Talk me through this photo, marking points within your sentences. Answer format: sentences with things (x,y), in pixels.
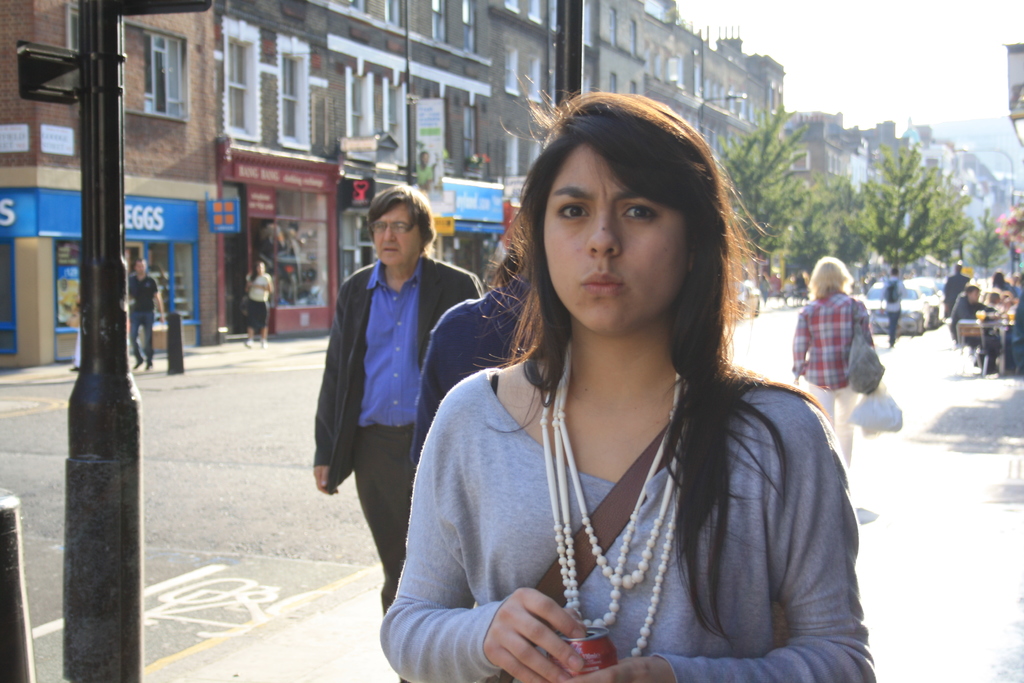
In the foreground of this image (722,388), there is a woman (715,582) standing wearing a bag (628,488) and holding a tin (602,636). In the background (471,357), there are persons (456,290) walking on the side path (963,465) and few are sitting on the right (1020,324). In the background (888,168), there are trees (777,146), buildings (280,92), few shops (259,192), persons (256,299) walking on the side path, road (266,402) and few vehicles (924,288). On the left (101,379), there is a pole (88,546) and a bollard (19,600). On the top right (897,31), there is the sky (828,22).
